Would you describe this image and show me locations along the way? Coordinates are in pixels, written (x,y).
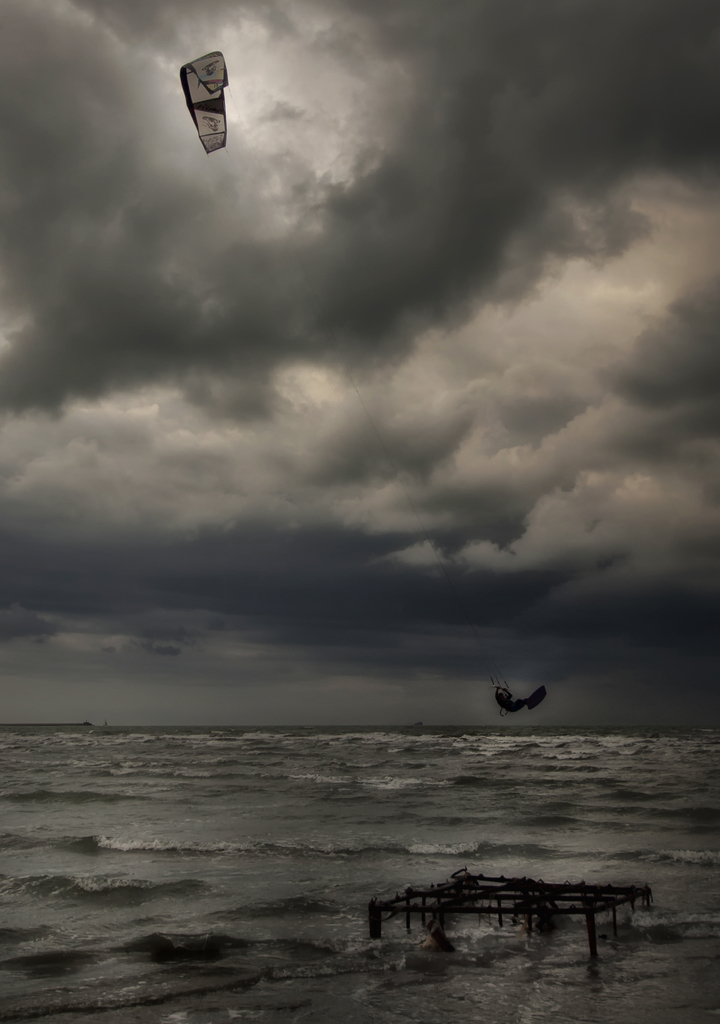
This is a black and white picture. In this picture there is water (210,882). In the water (364,926) there is a stand (508,886). Also there is a parachute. In the back (176,345) there is a sky (217,442) with clouds (328,469).
